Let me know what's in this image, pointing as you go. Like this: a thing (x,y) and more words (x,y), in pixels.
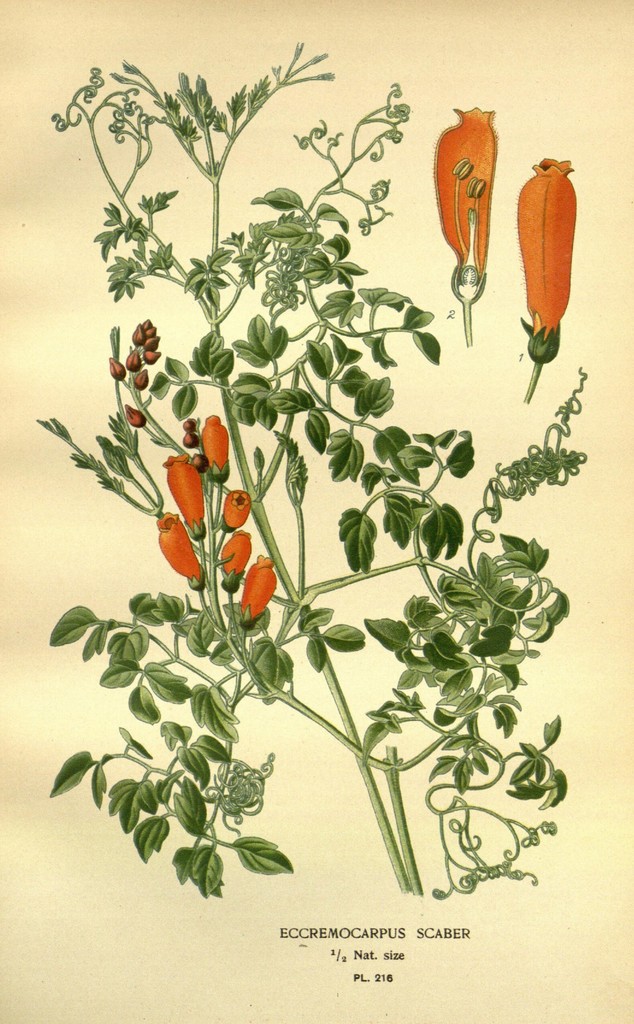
In this picture there is a plant (351,632) which has some orange colors to it and there is something written below it.
